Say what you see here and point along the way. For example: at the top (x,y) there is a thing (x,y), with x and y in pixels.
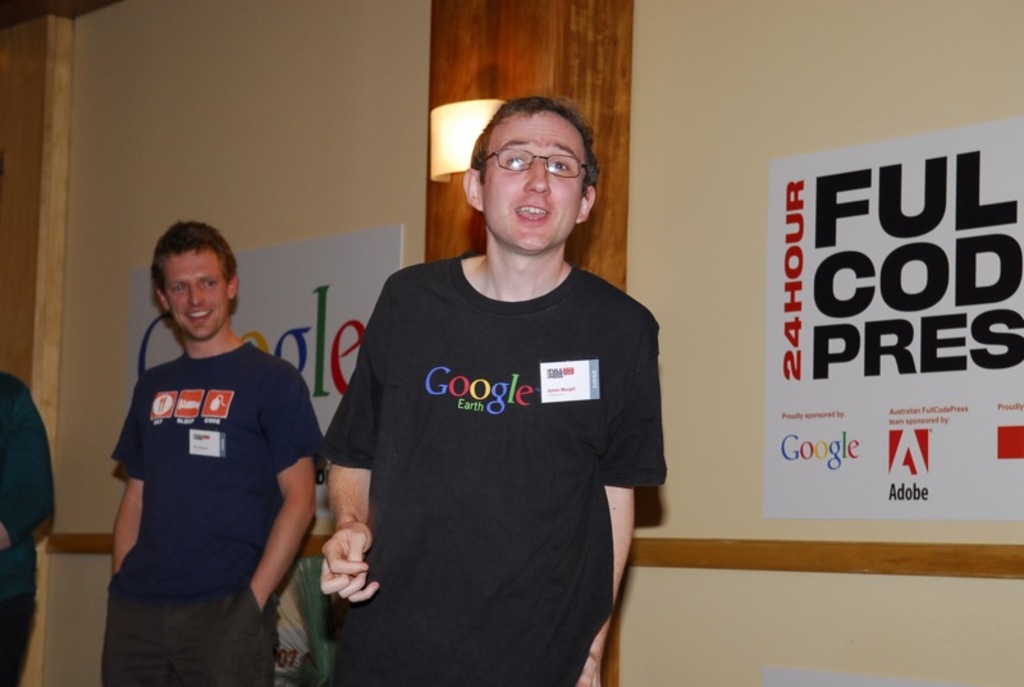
In this image we can see three persons (447,461), in the background (61,475) there is a wall (646,201) with posters (785,282) and a pillar (607,74) with light (475,137).
